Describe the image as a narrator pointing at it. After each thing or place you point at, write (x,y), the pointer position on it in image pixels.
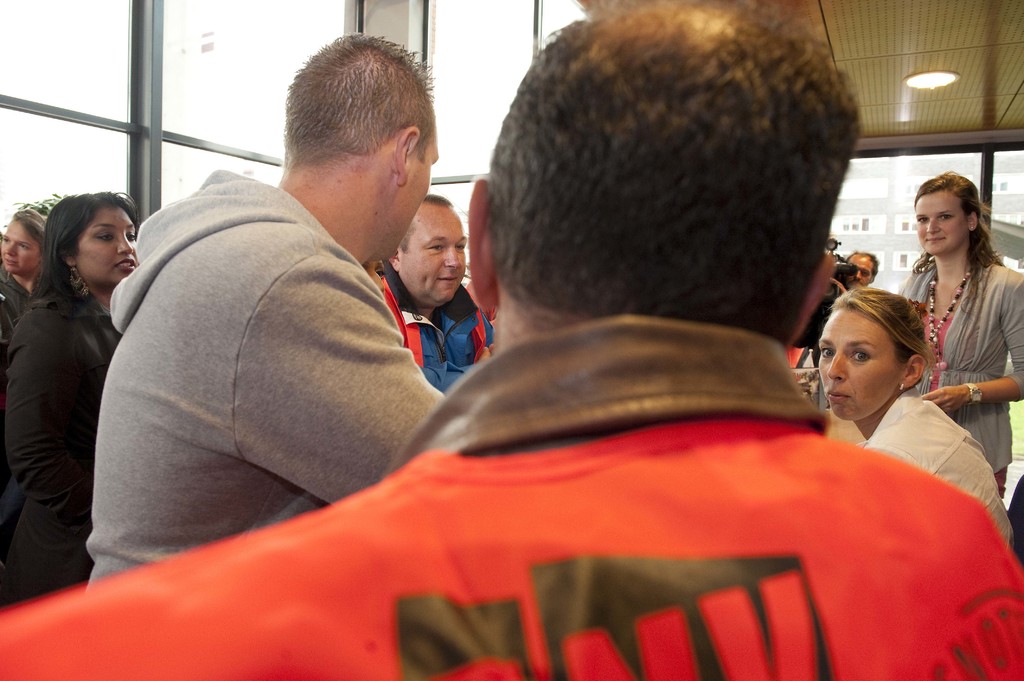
In the image there are many people (402,364) standing and sitting inside a room (515,371), there are lights (917,85) over the ceiling (946,99), on the left side (239,52) there is window (117,87) on the wall (57,118).
